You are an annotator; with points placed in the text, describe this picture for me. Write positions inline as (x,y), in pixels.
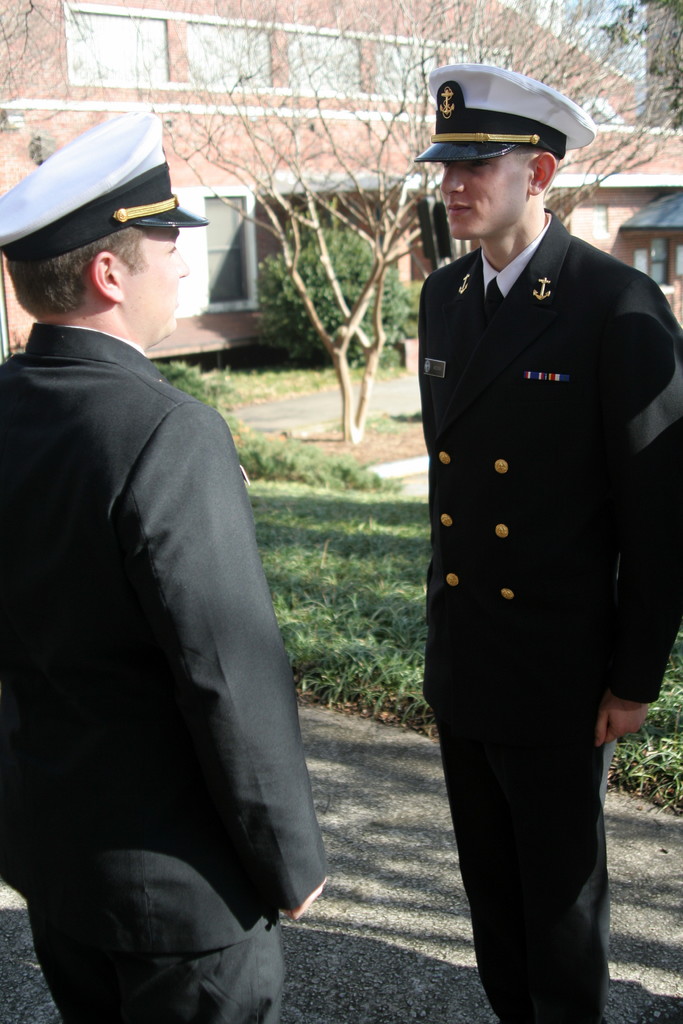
In this picture we can see two persons (480,539) are standing, there is a plant (313,453), grass (310,490) and a tree (347,392) in the middle (326,512), in the background (296,72) there is a house (497,49), these two persons (486,519) are wearing caps (457,107).
